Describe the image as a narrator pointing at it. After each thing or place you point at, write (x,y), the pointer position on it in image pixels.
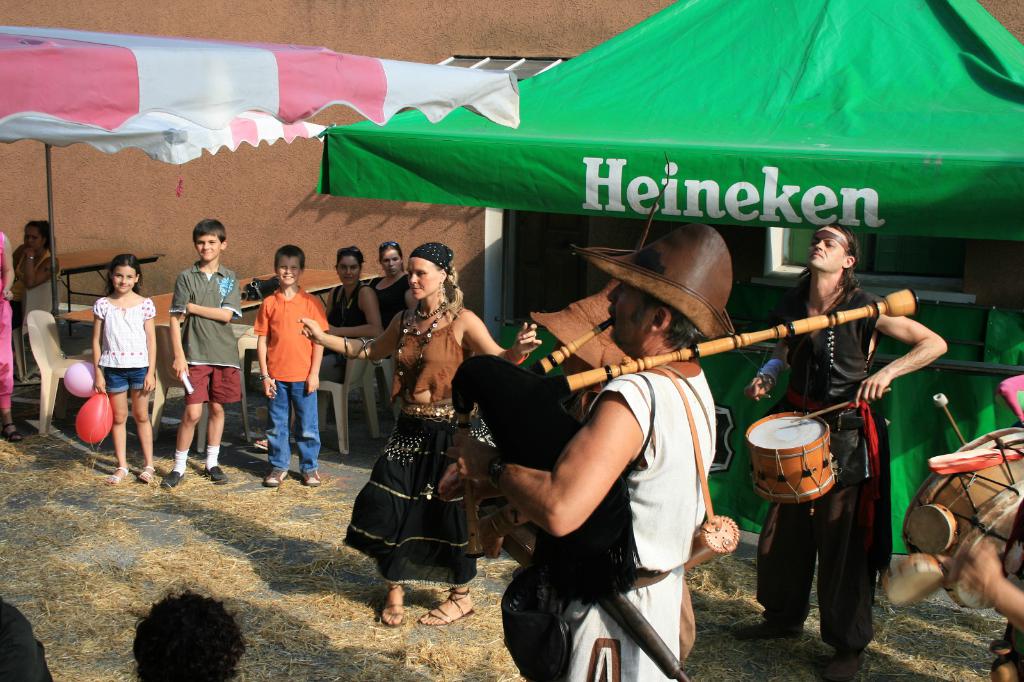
there are group of children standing and watching a woman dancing and beside her there is a man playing drums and behind that there is a woman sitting under the tent (107,84). there are two tents (478,78).
